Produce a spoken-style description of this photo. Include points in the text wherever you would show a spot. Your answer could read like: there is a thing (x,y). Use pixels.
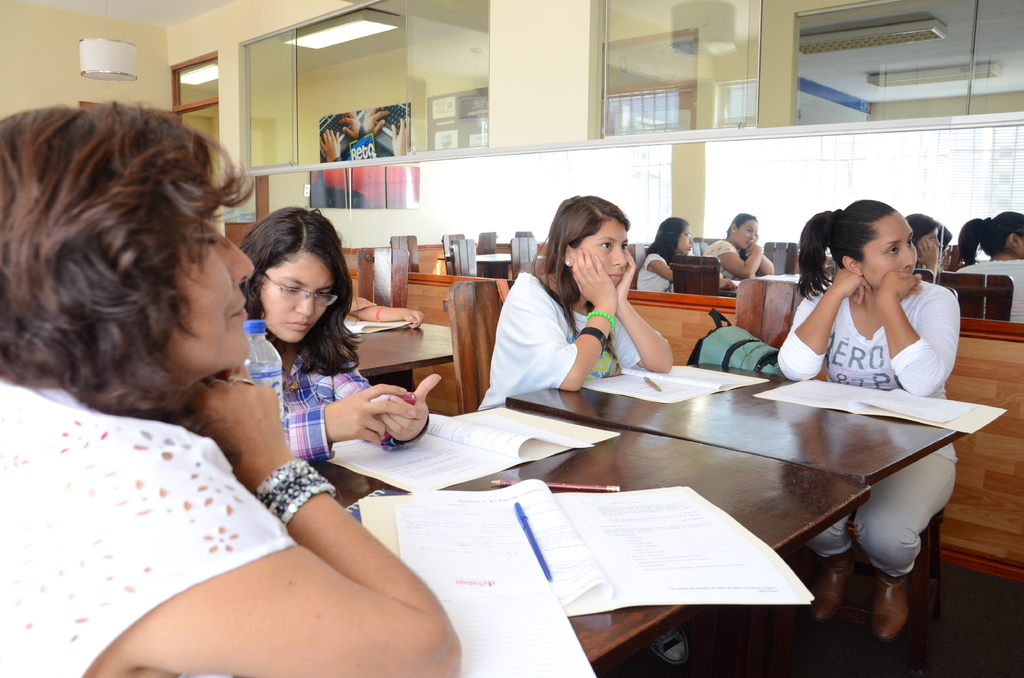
In this picture we can see the tables (890,431). On the tables (553,396) we can see the books (504,509), pens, bottle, bag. Beside the tables (625,396) we can see some persons (937,455) are sitting on the chairs (999,298). At the top of the image (430,125) we can see the wall (166,30), door (201,107), boards (438,117), lights (102,39) and roof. In the bottom right corner (985,647) we can see the floor (845,622).
